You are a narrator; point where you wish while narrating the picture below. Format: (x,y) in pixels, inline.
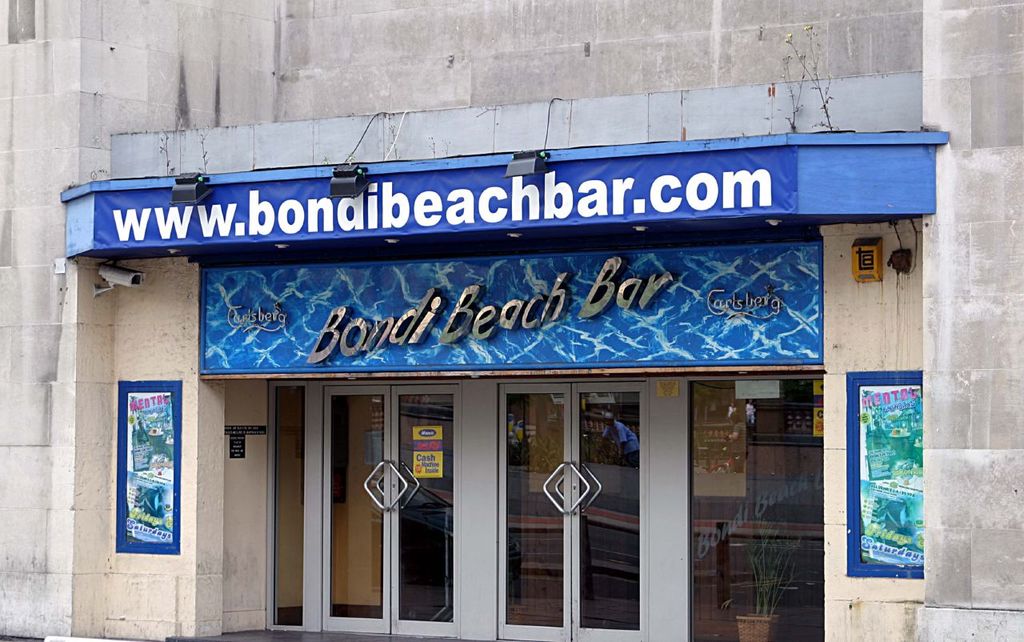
This image consists of a building (294,13). It looks like a shop (459,204) or a restaurant (374,213). In the front (409,339), there is a text (715,186) and name boards (547,197) along with the lights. And there are two doors (376,527). On the left (64,387) and right, there are pillars (197,338). Beside the door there is a camera (119,284).
